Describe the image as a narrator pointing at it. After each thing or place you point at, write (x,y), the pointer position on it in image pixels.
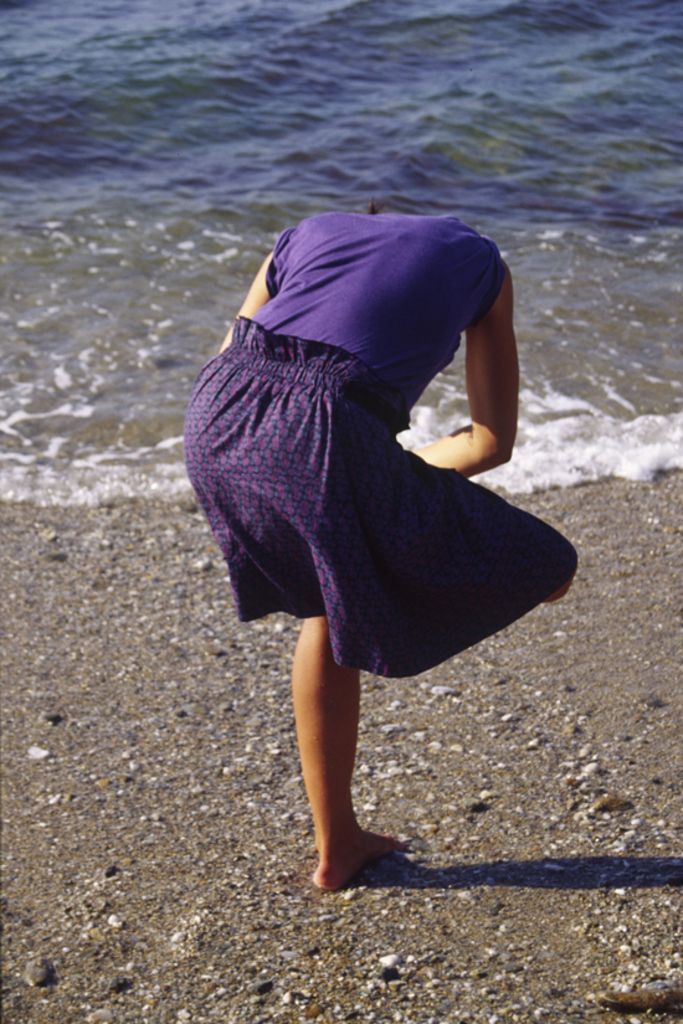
In this picture I can see a woman (248,430) standing on the land side (200,707) of the water (165,425).
